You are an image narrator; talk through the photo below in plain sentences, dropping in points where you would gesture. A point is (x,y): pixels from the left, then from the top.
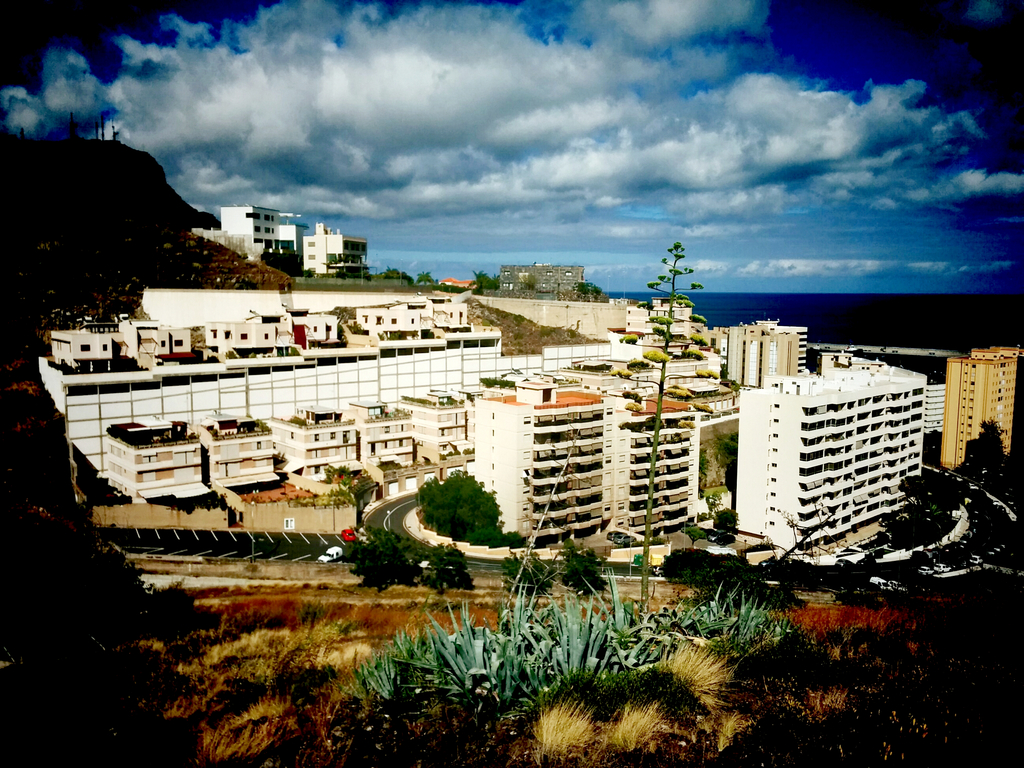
In this picture we can see few plants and some grass (426,587) on the ground (486,592). We can see many buildings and vehicles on the path (201,538). We can see a poster (292,526) on the wall (346,526). We can see water (940,343) in the background (1016,309). Sky (308,197) is blue and cloudy.
